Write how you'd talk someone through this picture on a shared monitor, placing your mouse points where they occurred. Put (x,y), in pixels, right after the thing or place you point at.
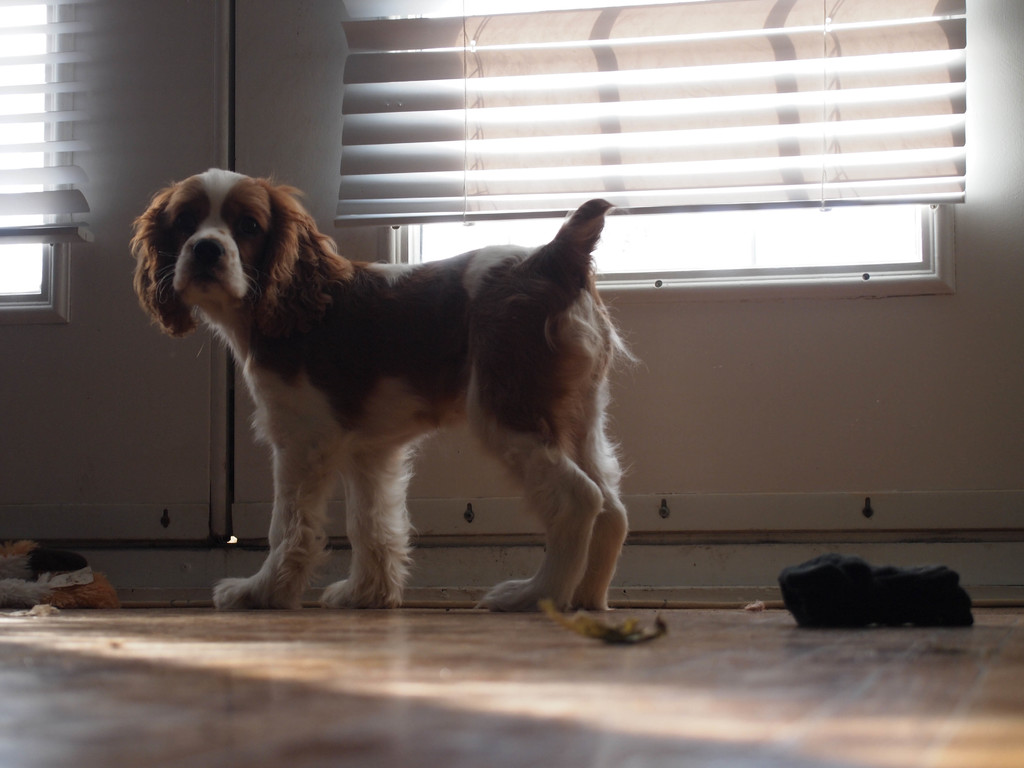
In this image I can see a dog (220,241) which is in brown and cream color. Background (894,107) I can see two windows (531,153) and the wall (807,438) is in white color.
